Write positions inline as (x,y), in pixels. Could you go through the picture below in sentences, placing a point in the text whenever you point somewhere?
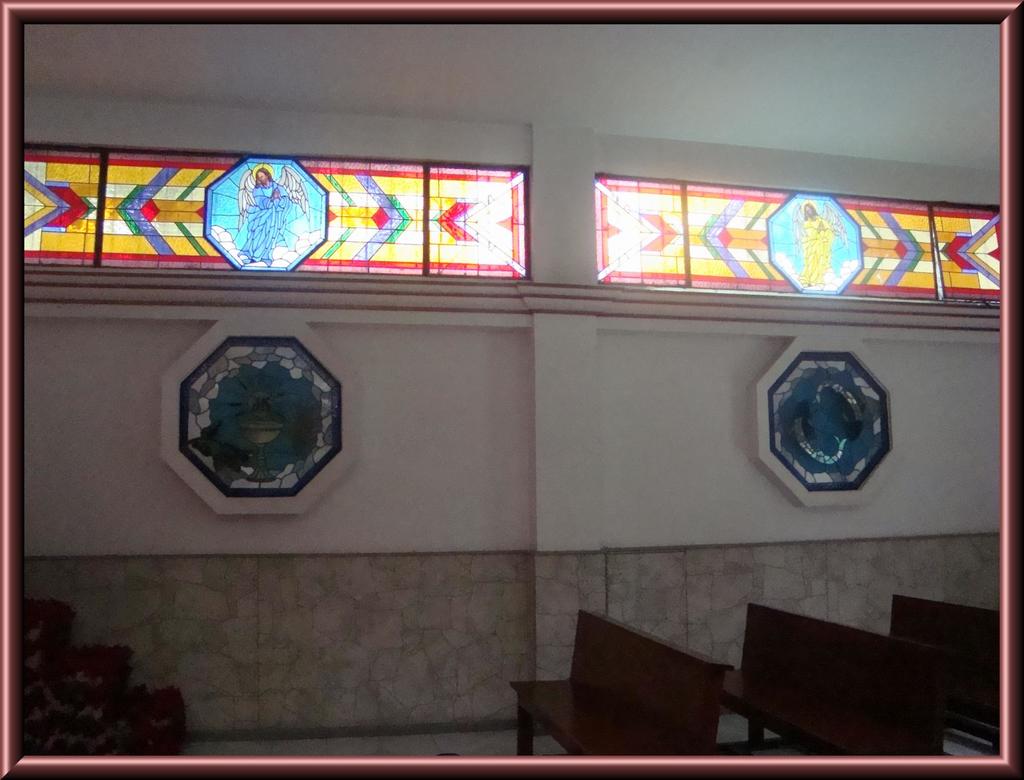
In this image I can see three benches (719,674) in the front (562,729). In the background (299,477) I can see the wall (562,214), glass windows (601,214) and on it I can see few depiction pictures (245,196).
